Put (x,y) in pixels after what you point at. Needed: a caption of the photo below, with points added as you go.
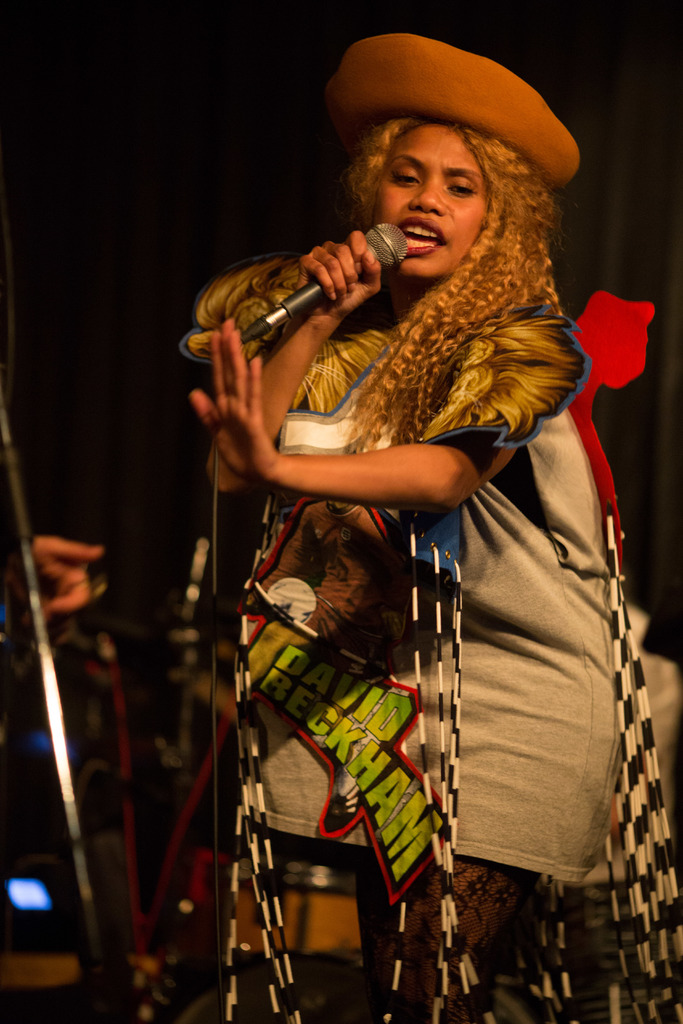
in the picture there is a woman (408,649) catching a microphone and singing.
